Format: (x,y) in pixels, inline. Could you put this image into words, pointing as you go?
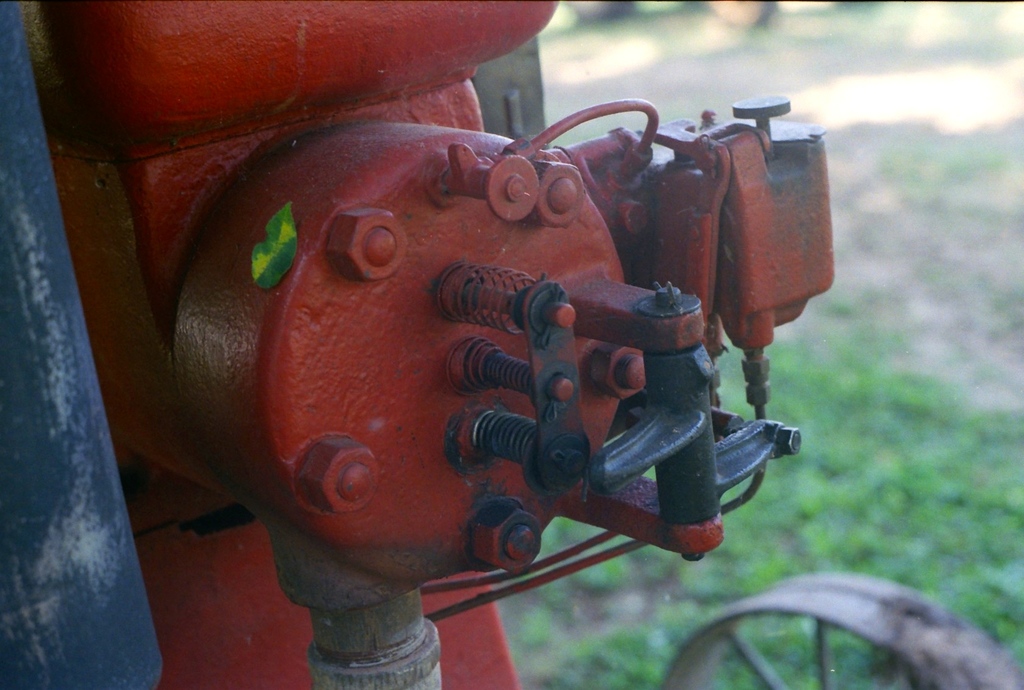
In the image there is a motor (171,182) on a grassland (599,673), there is a wheel (775,602) on the front (752,642) right side (693,670) corner.
